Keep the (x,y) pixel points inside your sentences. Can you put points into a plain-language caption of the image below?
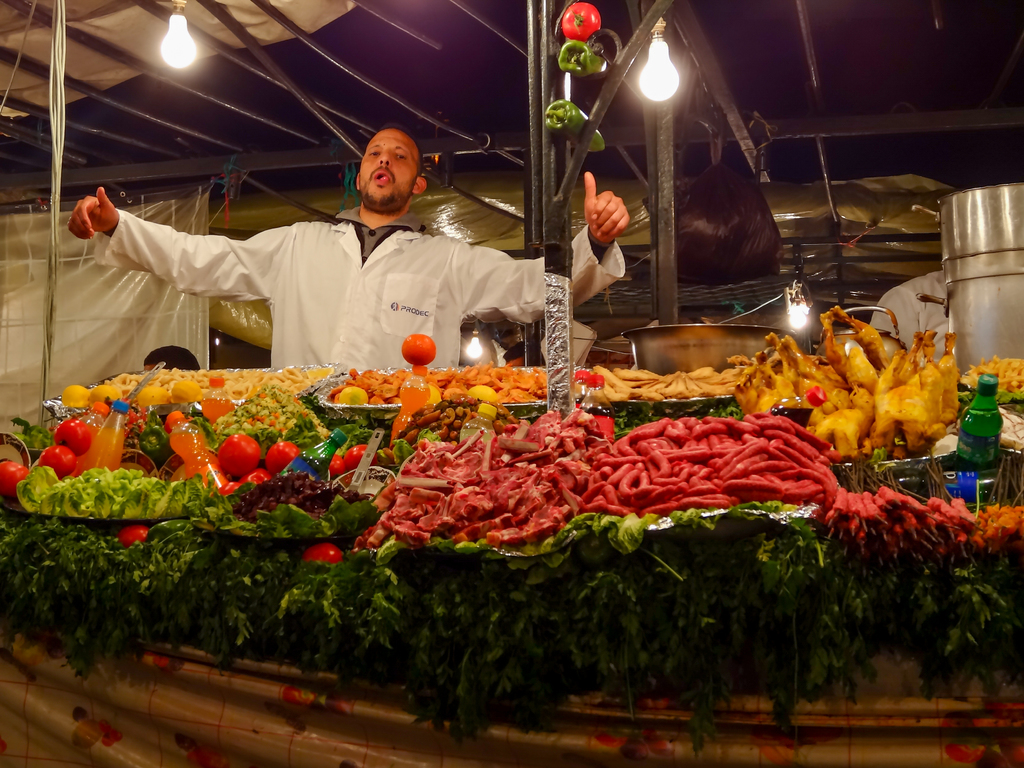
In this picture there is a man (403,174) who is standing near to the table (870,749). On the table (991,766) we can see the vegetables (294,480), water bottles (195,433), meat (513,523), tomato (237,464), leaves (363,425) and other objects (1006,427). In the background (475,343) we can see cloth (120,315), lights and pipes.
